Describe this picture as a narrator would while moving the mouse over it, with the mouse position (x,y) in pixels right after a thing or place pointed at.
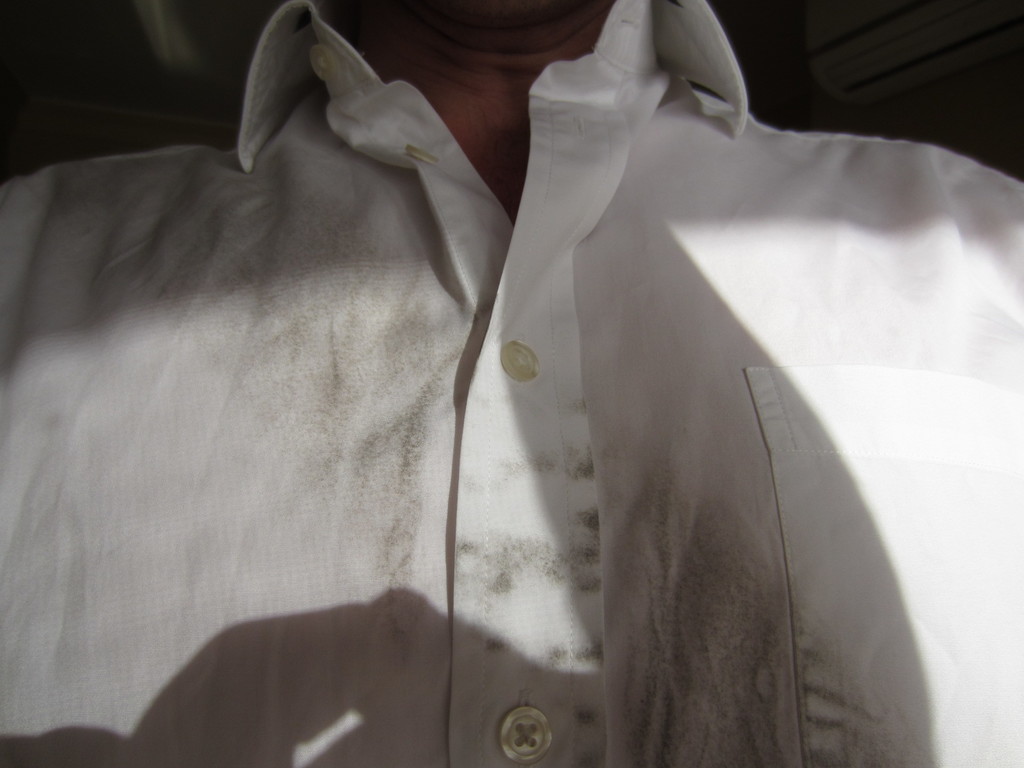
In this picture we can see a person (295,35) wearing a white shirt (314,81).
